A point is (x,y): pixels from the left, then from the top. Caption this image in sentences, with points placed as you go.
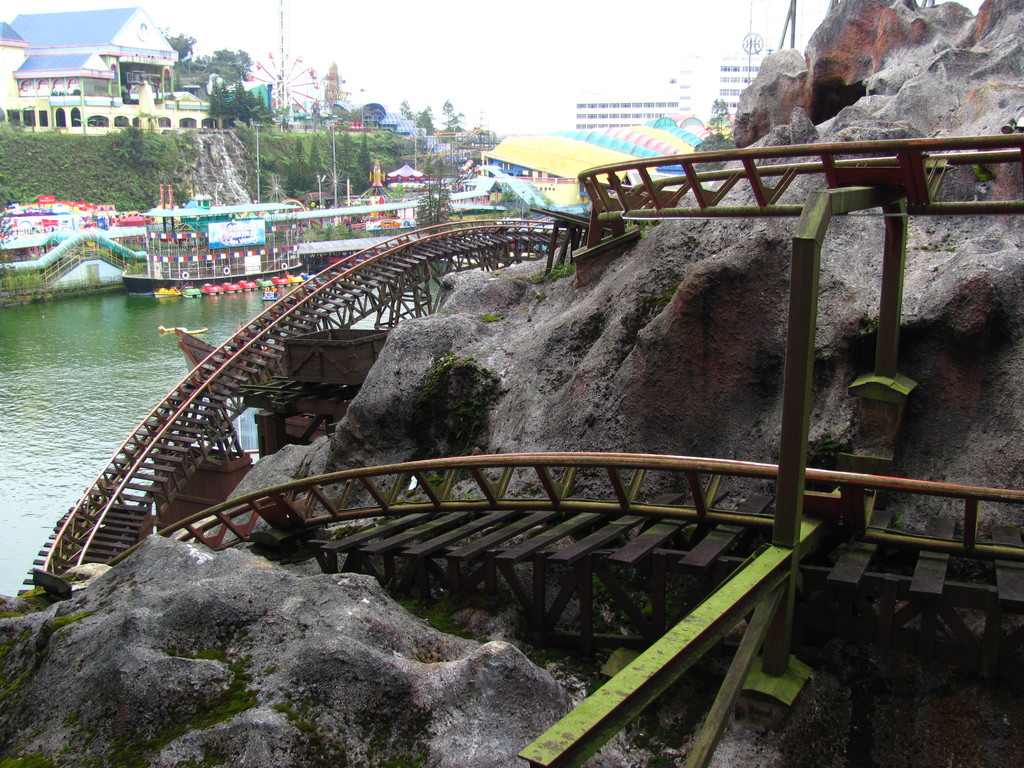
In this image we can see some buildings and we can see the water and the place looks like an amusement park (646,383) with some rides (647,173) and we can see a roller coaster track (626,221) on the rocks (795,708). There are some trees (148,144) and we can see the sky (494,14).
